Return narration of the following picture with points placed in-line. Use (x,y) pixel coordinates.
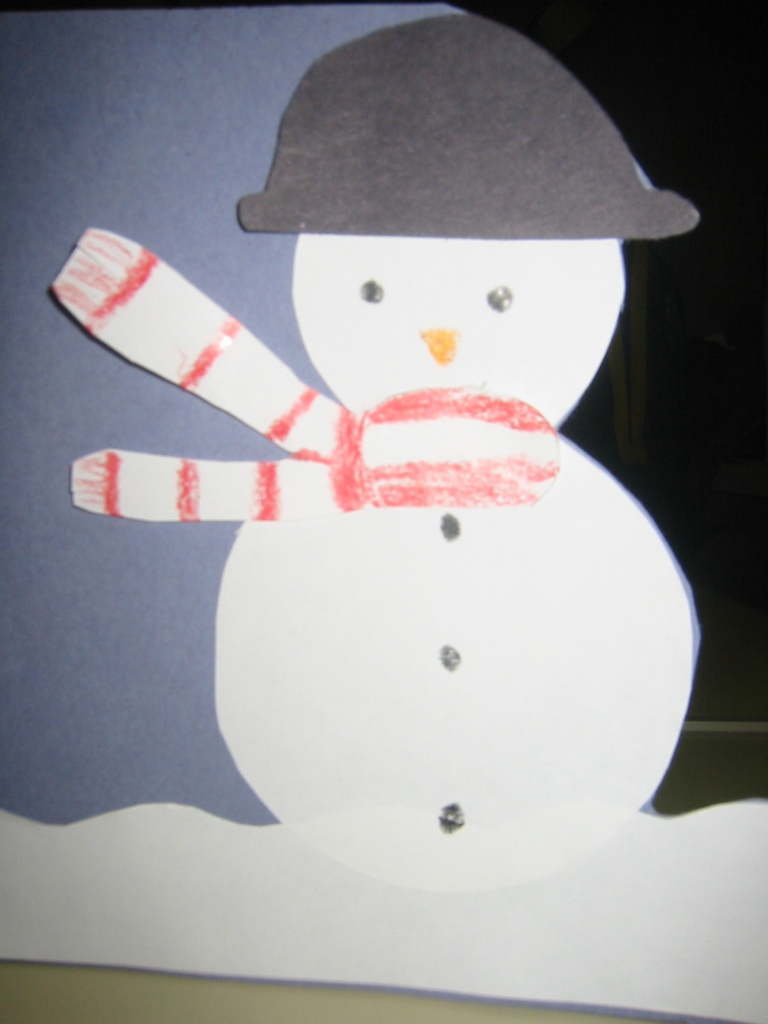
In this image, this looks like a snowman (369,545), which is made with a paper (627,670). This is a hat (463,159) and a muffler (353,469).
